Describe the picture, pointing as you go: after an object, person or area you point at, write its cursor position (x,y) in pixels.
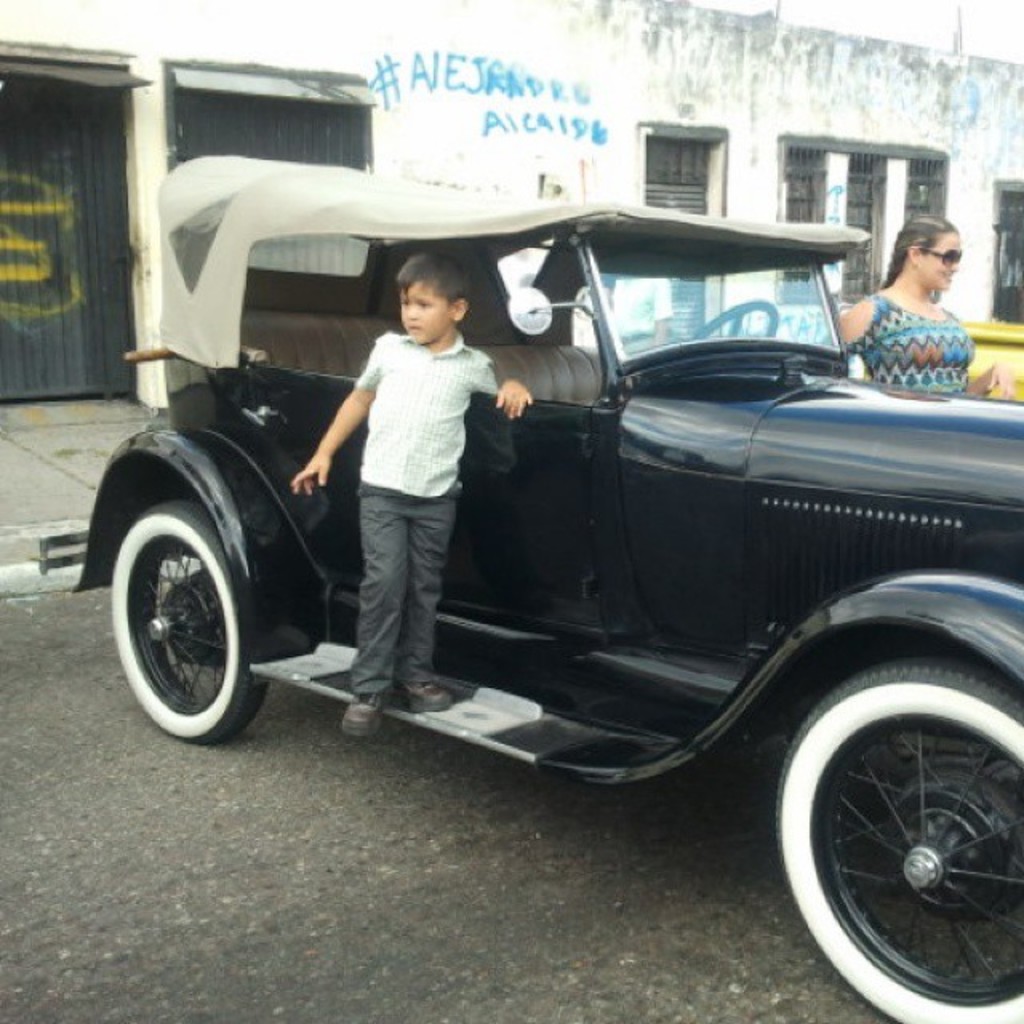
In this given image, We can see vintage vehicle (565,220) towards the right (901,329), We can see a woman (922,296) wearing sunglasses (954,258), In the middle (516,385) we can see a small boy (395,466), Who is standing on vehicle footrest (497,750) after that behind the vehicle (492,611), We can see old building (563,156) which includes gates (107,181), windows (793,164) and road (251,825).
